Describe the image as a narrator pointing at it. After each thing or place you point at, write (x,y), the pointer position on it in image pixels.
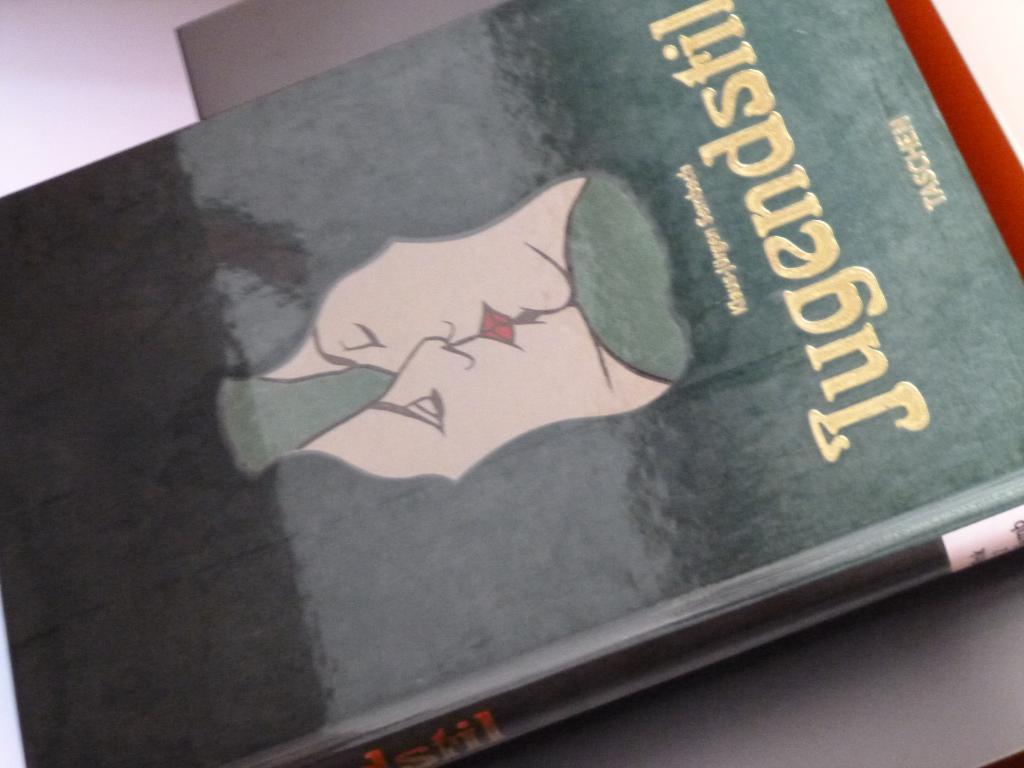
In this Image I can able to see a book (473,320) on an object (513,752). Also a picture (620,303) and some words (776,187) are there on the cover (608,414) of the book (606,430).
